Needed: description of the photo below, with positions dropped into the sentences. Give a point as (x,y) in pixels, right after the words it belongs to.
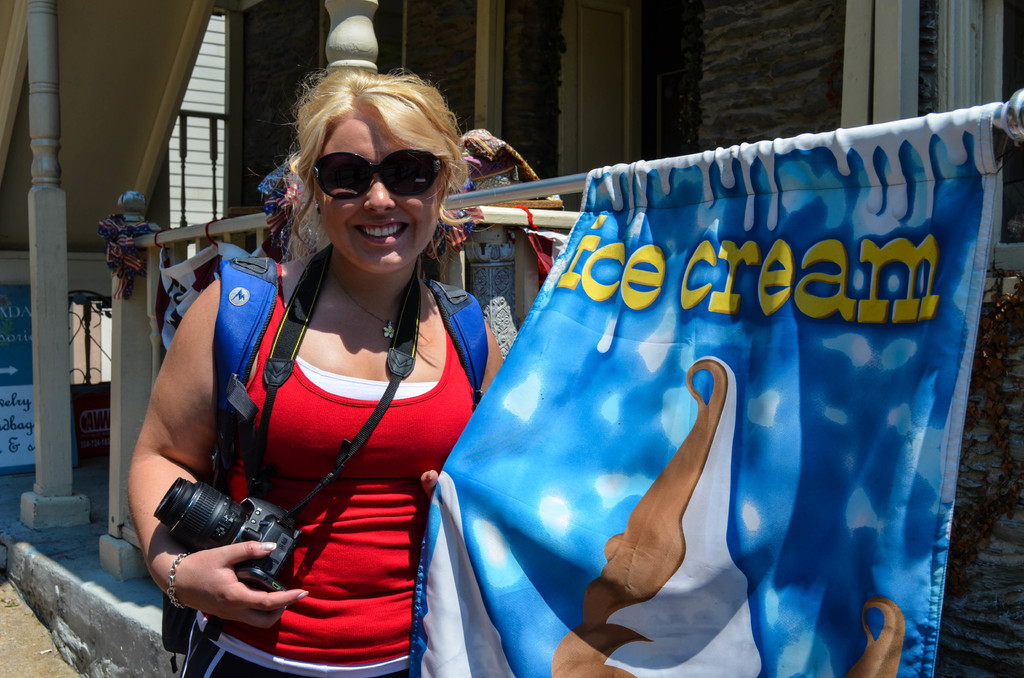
On the left side (20,378) we can see a sign board (13,395) directing towards right side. In foreground (488,351) we can see a lady (342,409) wearing red color t-shirt (314,540), holding a camera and backpack (241,449) and wearing goggles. On the right side (817,627) we can see a flag (956,243) on which a text (936,238) like ice cream. On top of the image (999,33) we can see a door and a window (960,23).
